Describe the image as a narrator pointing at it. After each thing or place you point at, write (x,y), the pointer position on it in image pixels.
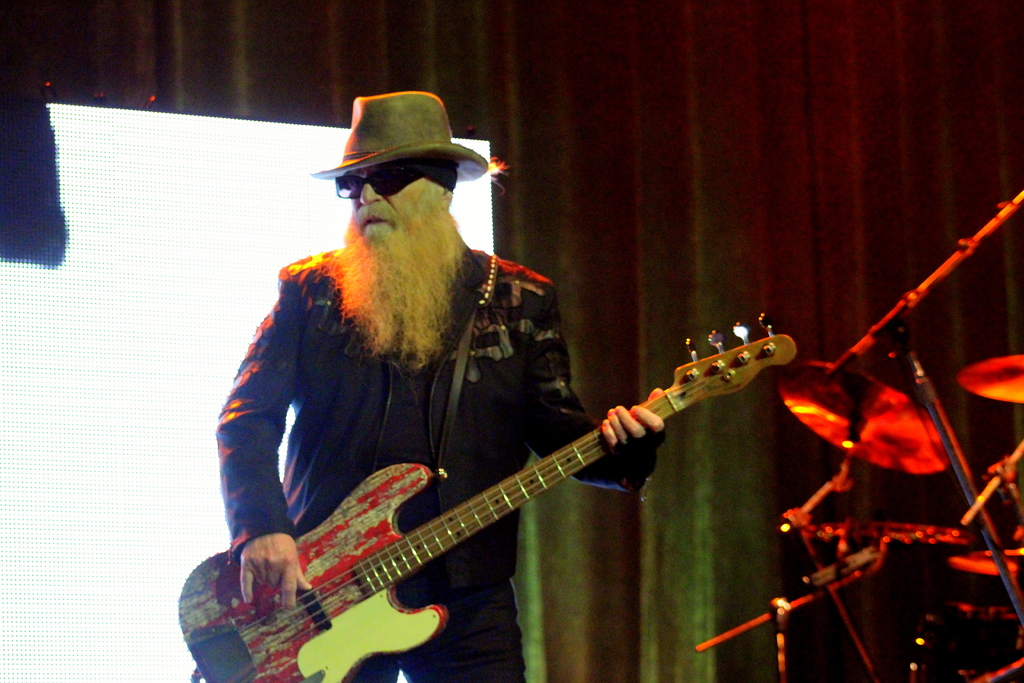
As we can see in the image there is a man (373,95) holding guitar (389,535). On the right side (970,662) there are drums (951,666).
